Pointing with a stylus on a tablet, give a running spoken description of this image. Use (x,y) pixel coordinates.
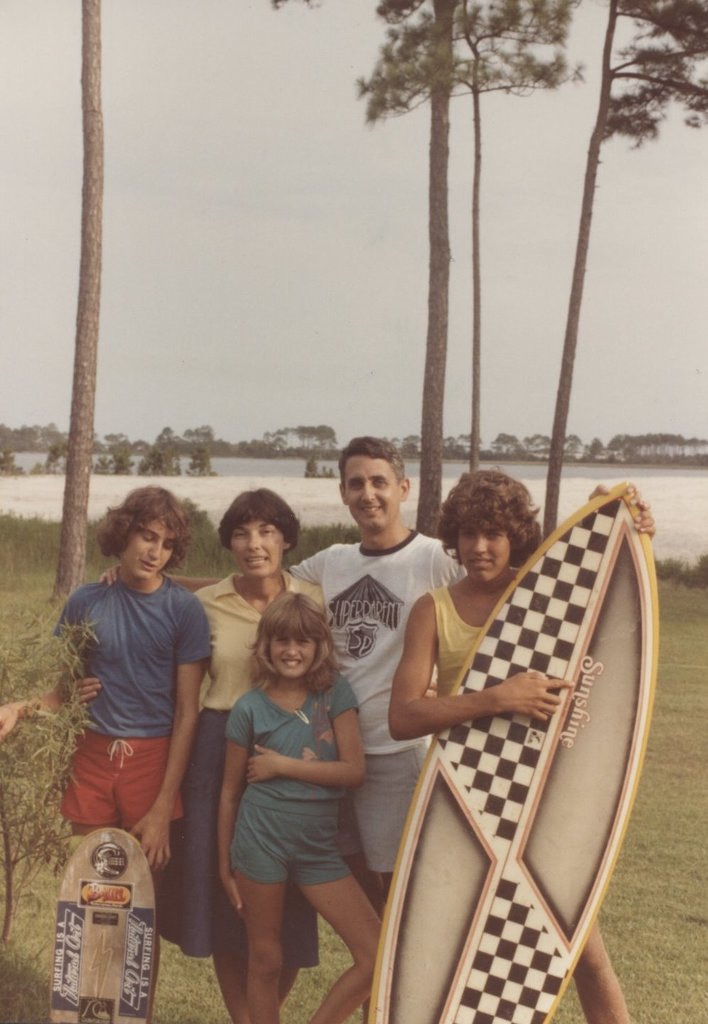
In this image I see 5 persons (488,543) who are standing and these 2 are smiling, I can also see this person (480,552) is holding the surfboard (379,975). In the background (693,449) I see the trees (97,293), plants (5,891) and the grass (671,626).
